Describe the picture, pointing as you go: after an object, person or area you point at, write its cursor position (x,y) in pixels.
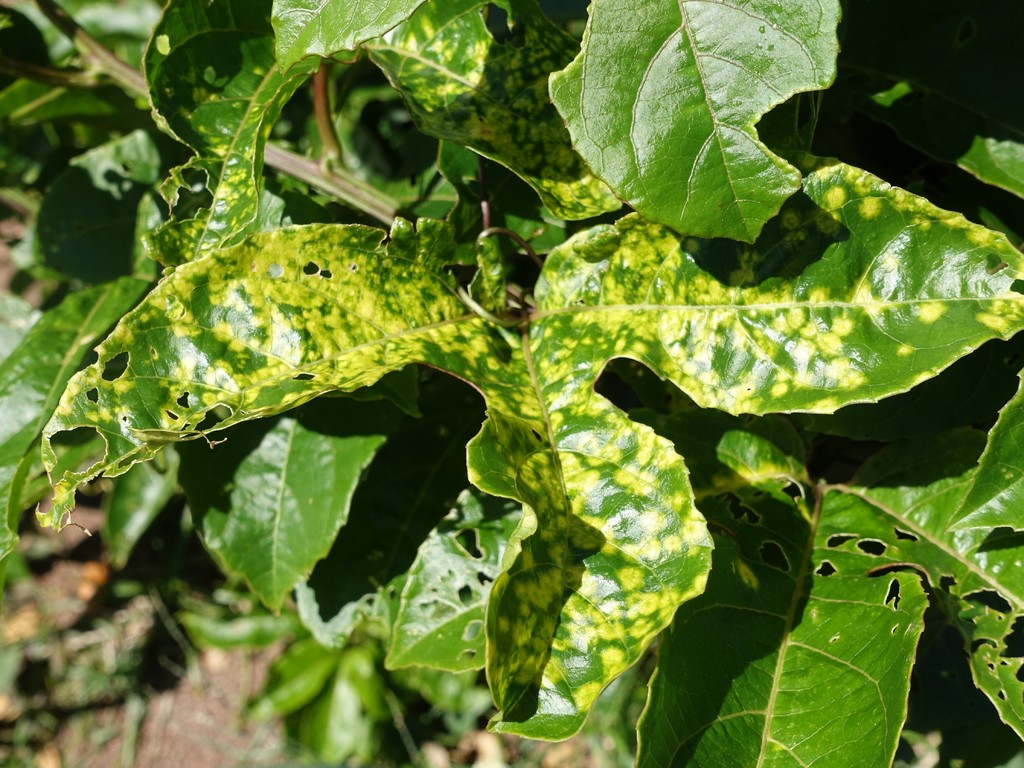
In this image I see number of leaves (619,304) on the stems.
